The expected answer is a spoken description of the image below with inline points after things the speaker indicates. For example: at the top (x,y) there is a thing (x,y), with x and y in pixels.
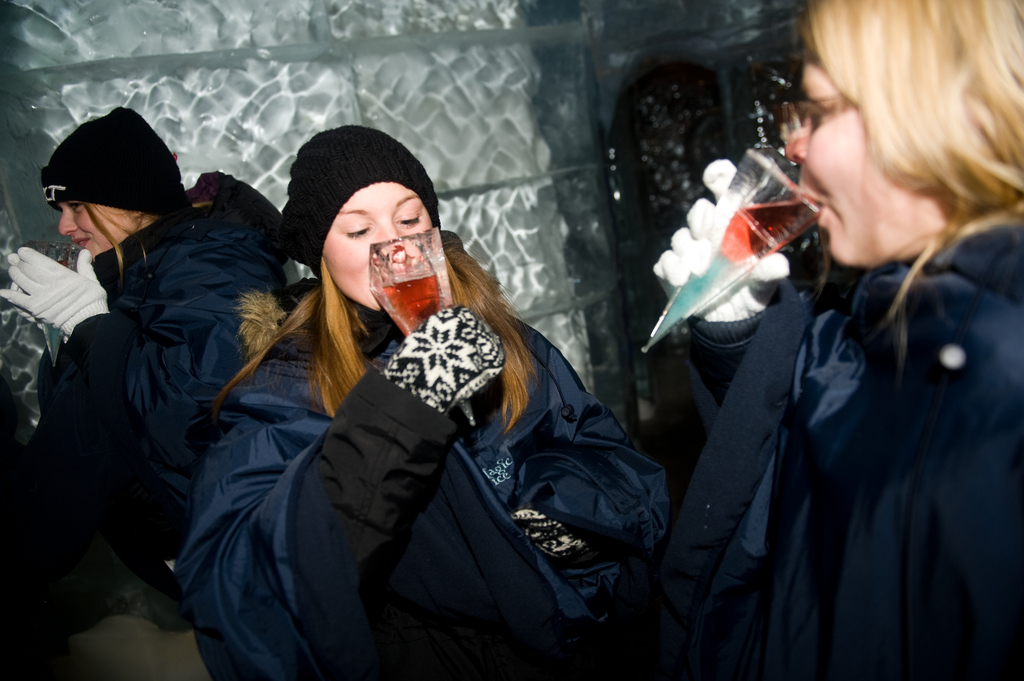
In this picture we can see the people (994,212) are holding glasses (386,270) and drinking. They wore jackets (803,393) and gloves (65,289). On the left side of the picture (223,182) we can see a woman (142,333) wearing a cap (169,186), jacket (190,284) and gloves (85,299). She is holding a glass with her hands (33,285) and she is smiling. Background (18,330) portion of the picture is blur.
